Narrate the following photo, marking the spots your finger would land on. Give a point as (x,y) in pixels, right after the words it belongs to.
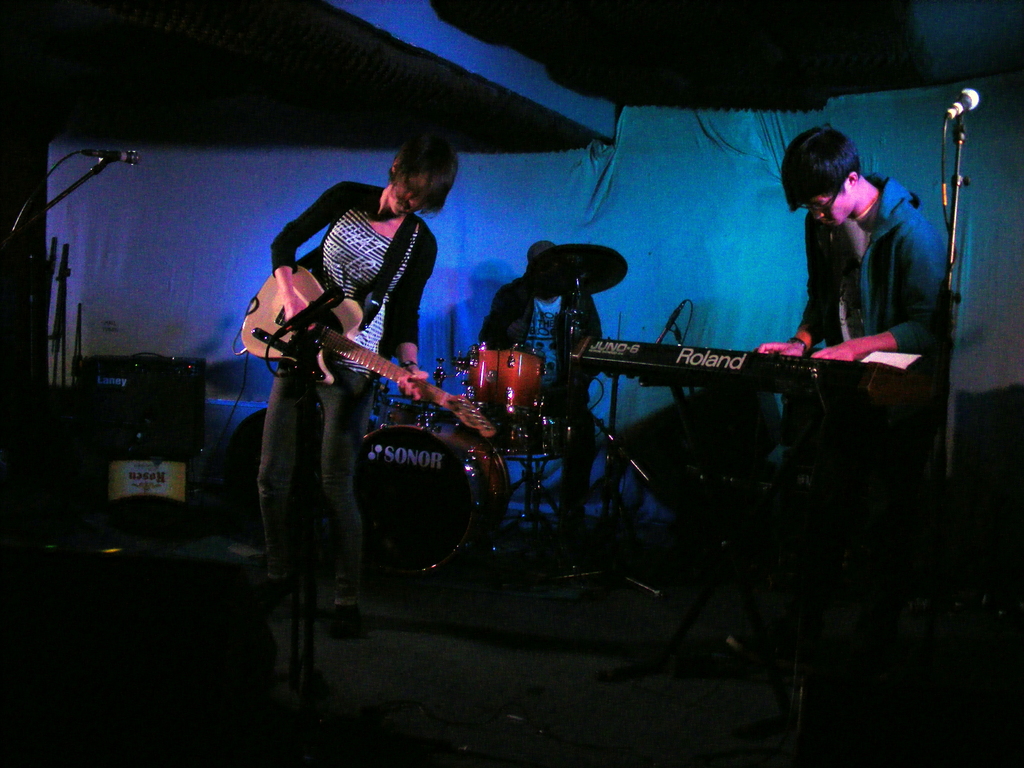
In this picture there are three members (586,314). Two of them were standing. Everybody is having a musical instrument (652,352) in front of them. All of them were playing those musical instruments (526,348). In the right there is a microphone (952,109). We can observe a cloth (543,174) in the background (286,159).
